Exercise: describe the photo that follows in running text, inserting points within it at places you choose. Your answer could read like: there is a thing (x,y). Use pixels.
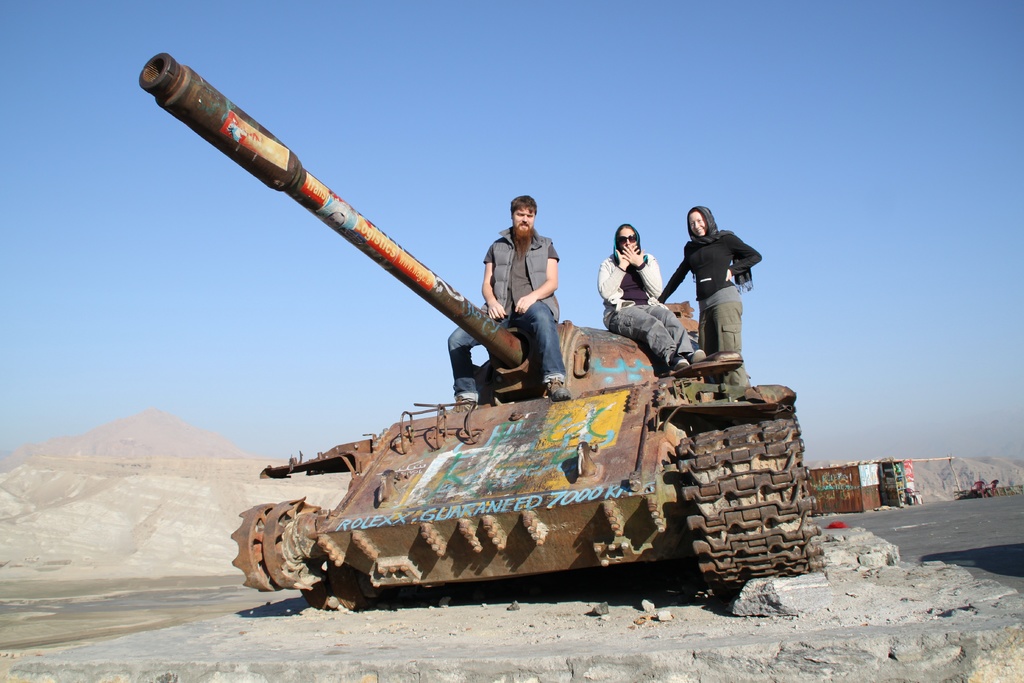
In this image we can see a war tank (710,393) on the ground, here are the three persons (708,277) on it, there are the rocks (770,586), there are the mountains (180,503), at above here is the sky (659,215).
